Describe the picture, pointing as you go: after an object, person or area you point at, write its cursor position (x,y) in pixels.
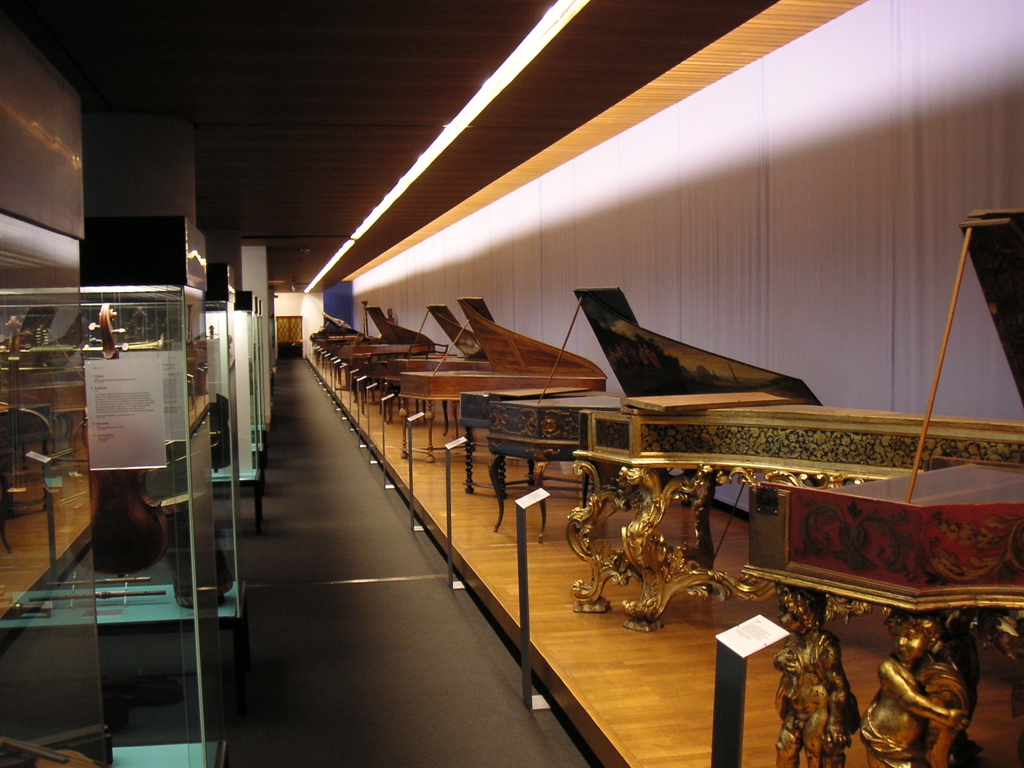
Here we can see a group of pianos (643,406) on the floor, and here is the wall (787,267), and here are the lights (504,78).
